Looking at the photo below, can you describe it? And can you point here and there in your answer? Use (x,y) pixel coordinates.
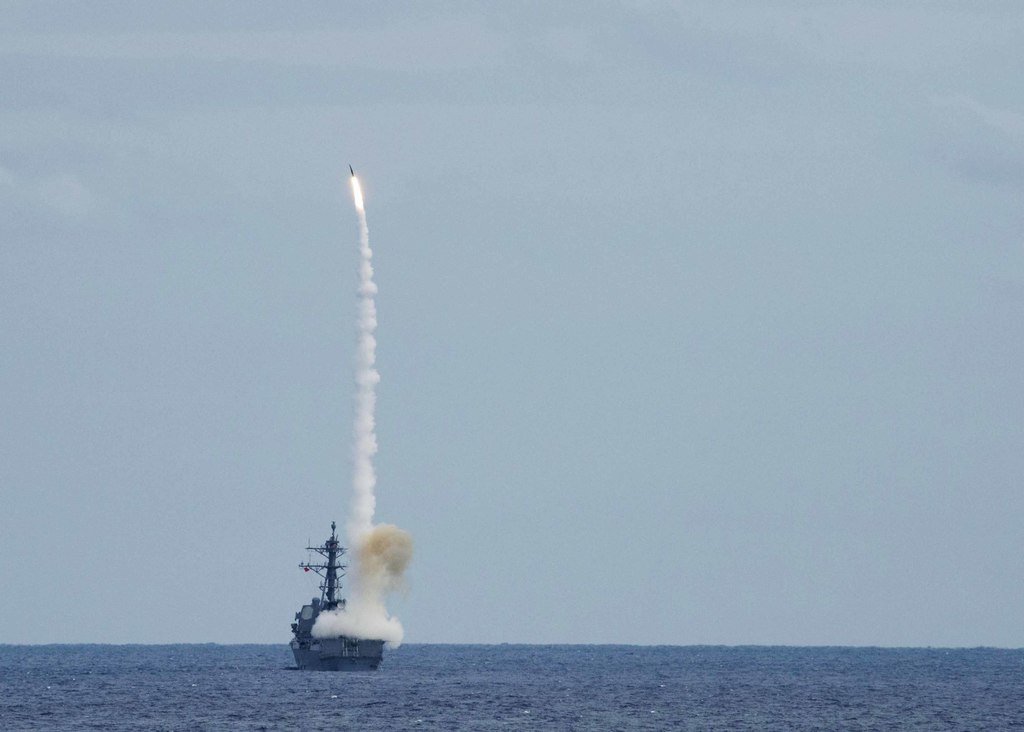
In this picture, we can see a boat (340,637), water (470,679), the rocket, smoke (395,623) and the sky (483,272).
